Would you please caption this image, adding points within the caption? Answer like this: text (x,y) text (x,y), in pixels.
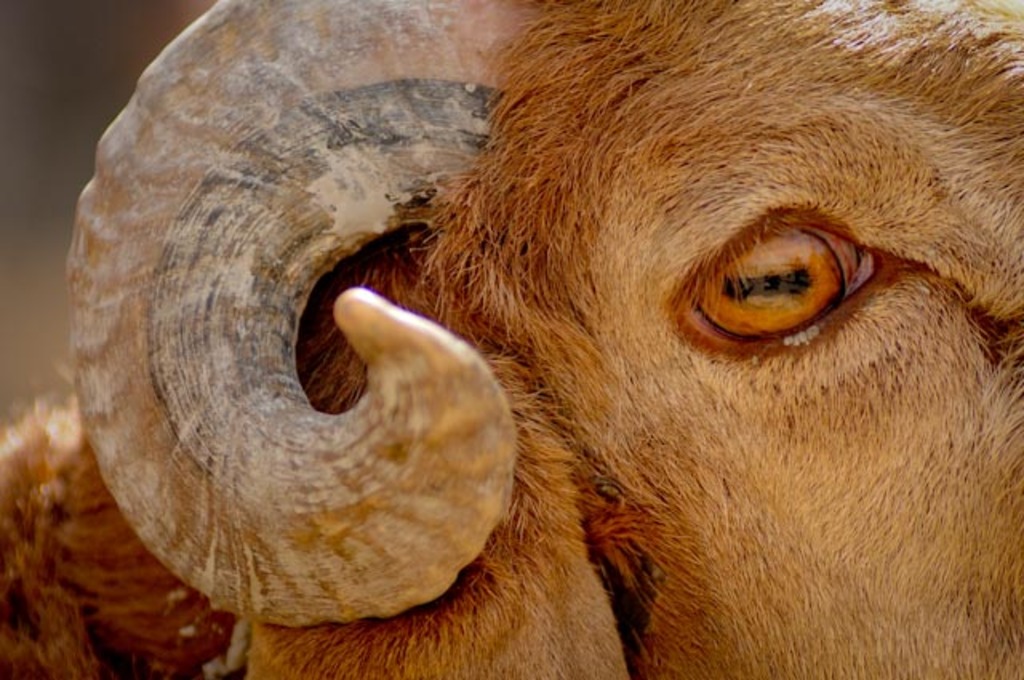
In the image we can see there is a horn (417,124) and eye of a sheep (418,462).
